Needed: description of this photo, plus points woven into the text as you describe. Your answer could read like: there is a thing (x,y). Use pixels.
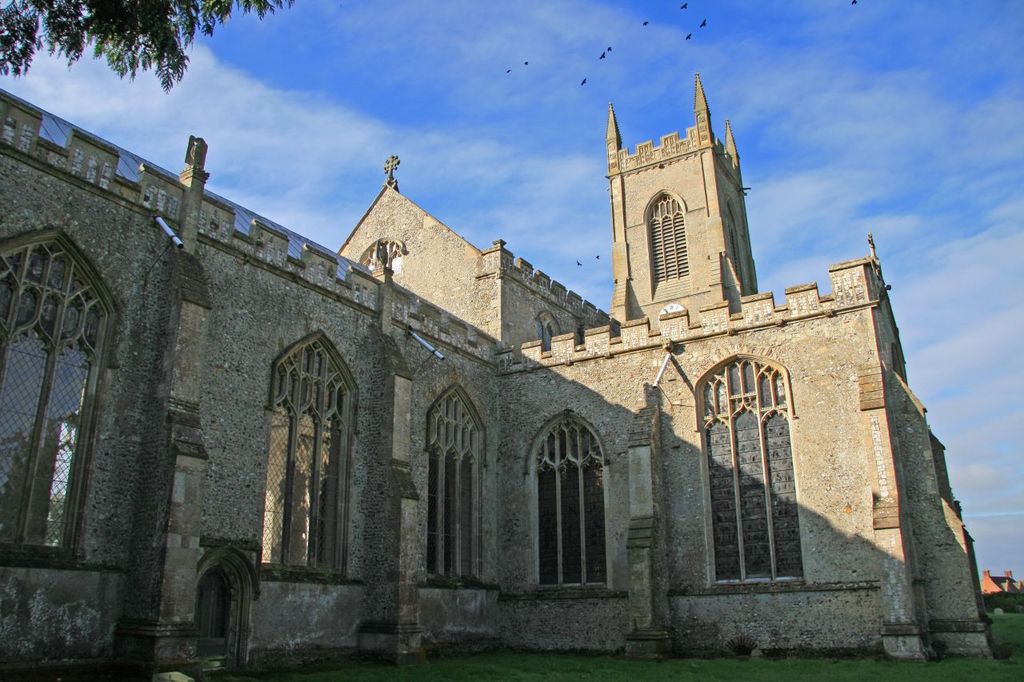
In this image, we can see a church (267,485) with wall (219,460), grills (579,464) and pillars (960,558). At the bottom (645,671), there is a grass (565,660). Top of the image (628,153), we can see the sky (609,245), birds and leaves (137,37).
